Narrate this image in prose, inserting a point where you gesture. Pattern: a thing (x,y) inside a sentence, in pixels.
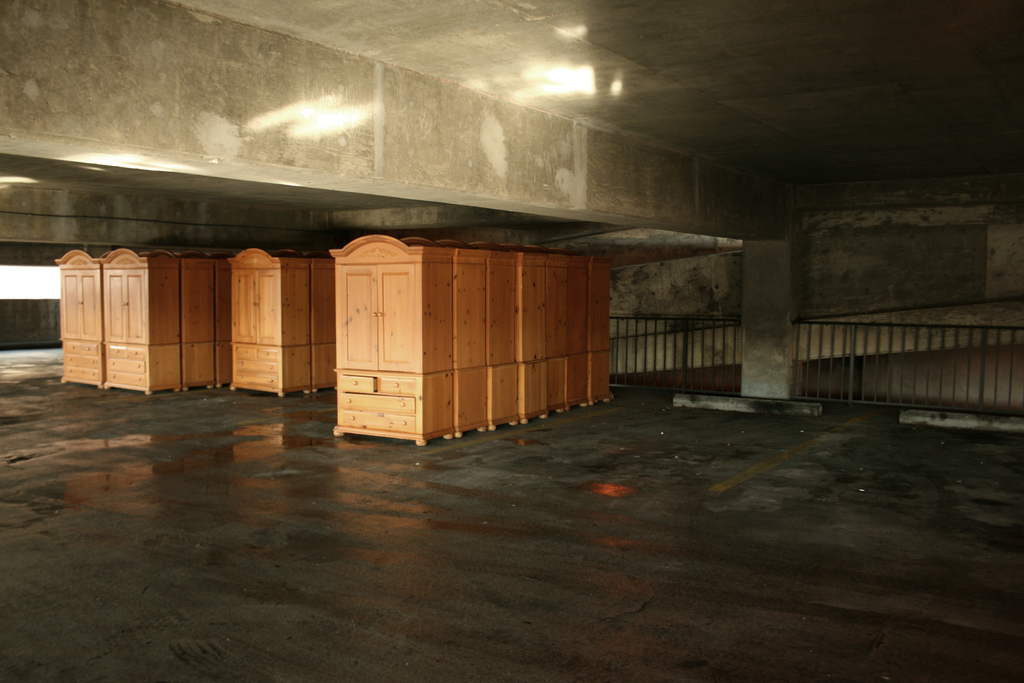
In this image we can see shelves (396,334). In the back (758,295) there is a pillar (760,276) and railing (843,356).
